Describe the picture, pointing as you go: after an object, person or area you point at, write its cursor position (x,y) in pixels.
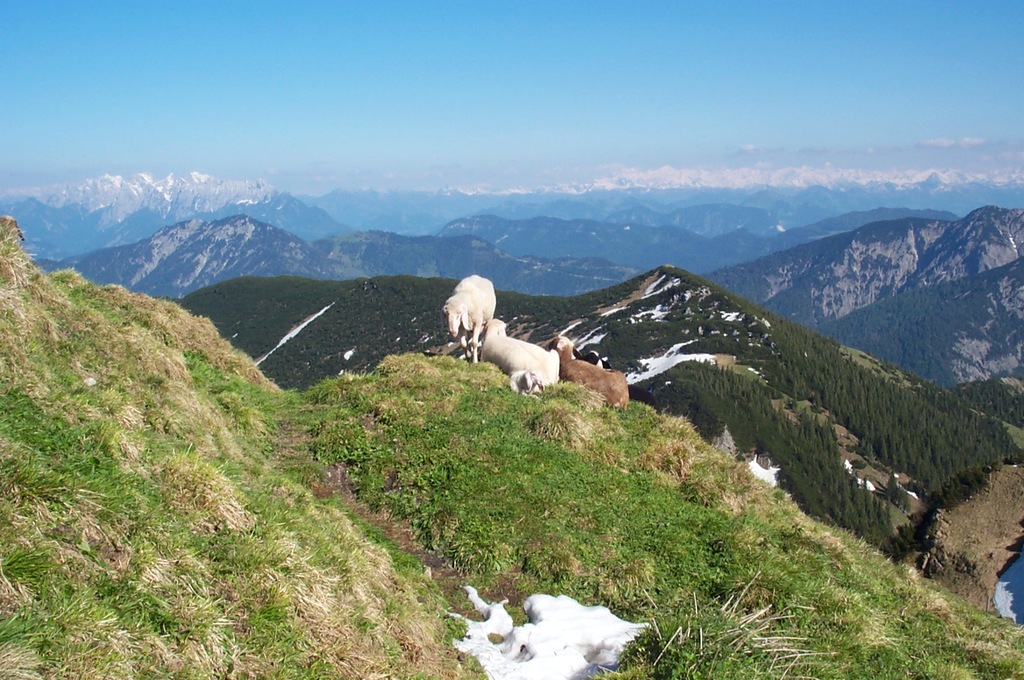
In this image we can see some sheep (519,378) on the grass (475,575). In the background (670,345), we can see hills (793,359), mountains (131,220) and sky (390,129).
